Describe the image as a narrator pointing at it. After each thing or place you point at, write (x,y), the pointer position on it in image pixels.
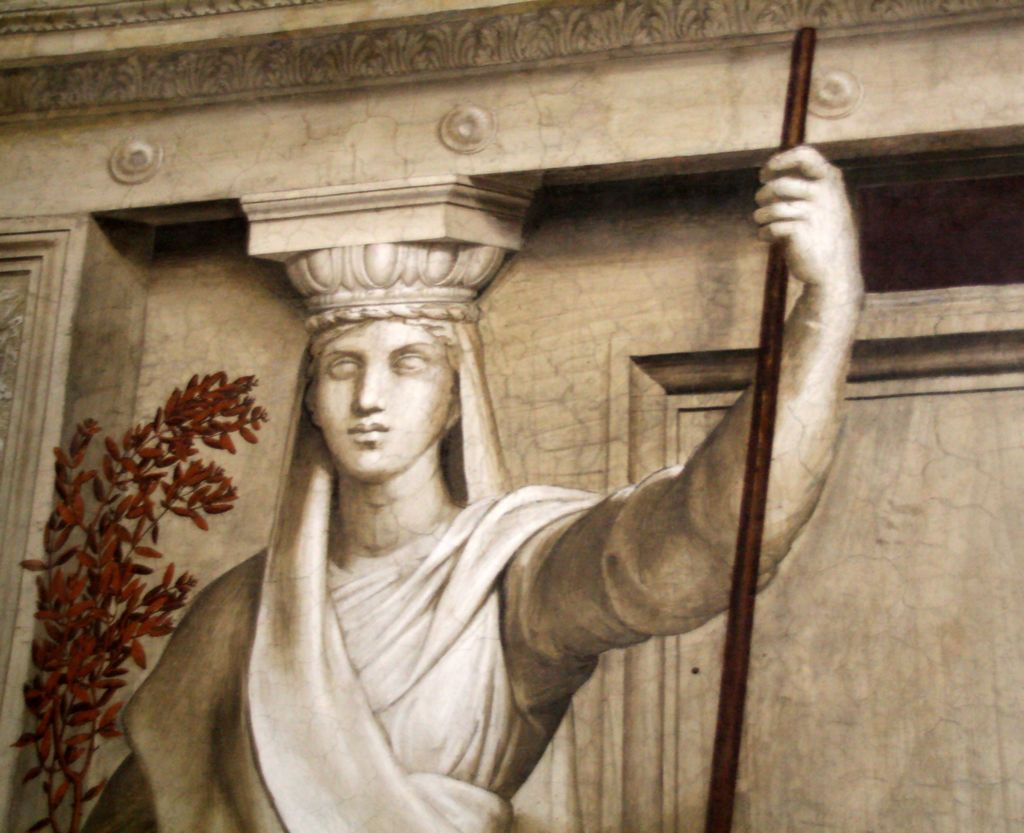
In the image there is a sculpture (425,252) of a woman (389,520), she is holding a stick (728,719) and behind the woman (249,765) there is a tree (71,651), it is of brown color and in the background (342,106) there is a wall (721,111).
